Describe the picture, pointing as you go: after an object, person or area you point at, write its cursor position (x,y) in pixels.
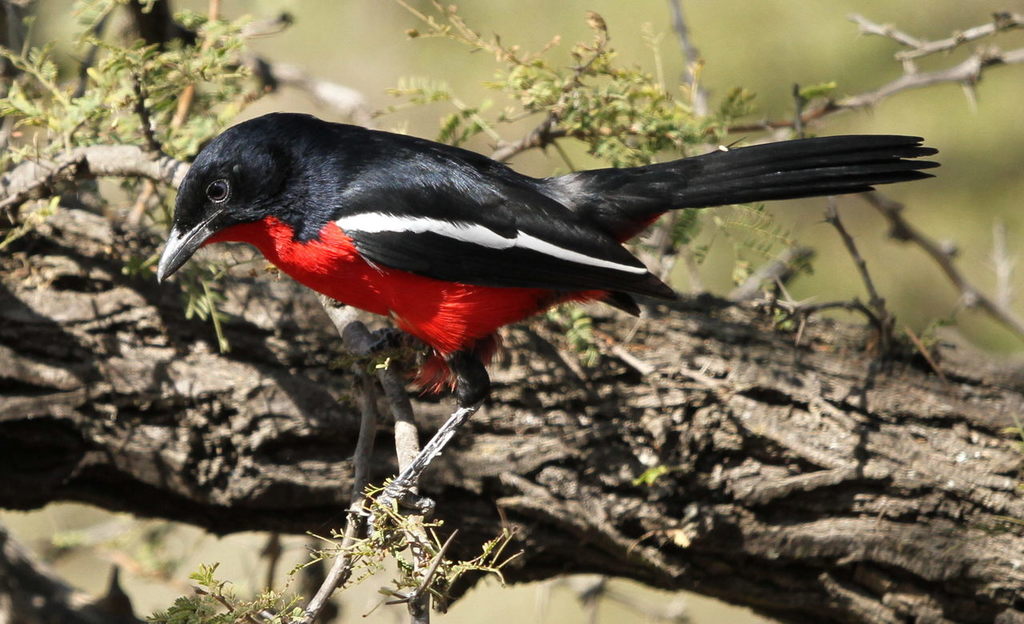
In the image there is bird (453,311) standing on stem (356,444) of a tree (356,444), the bird (327,197) is in black and red color with white stripe (383,216) on it.
